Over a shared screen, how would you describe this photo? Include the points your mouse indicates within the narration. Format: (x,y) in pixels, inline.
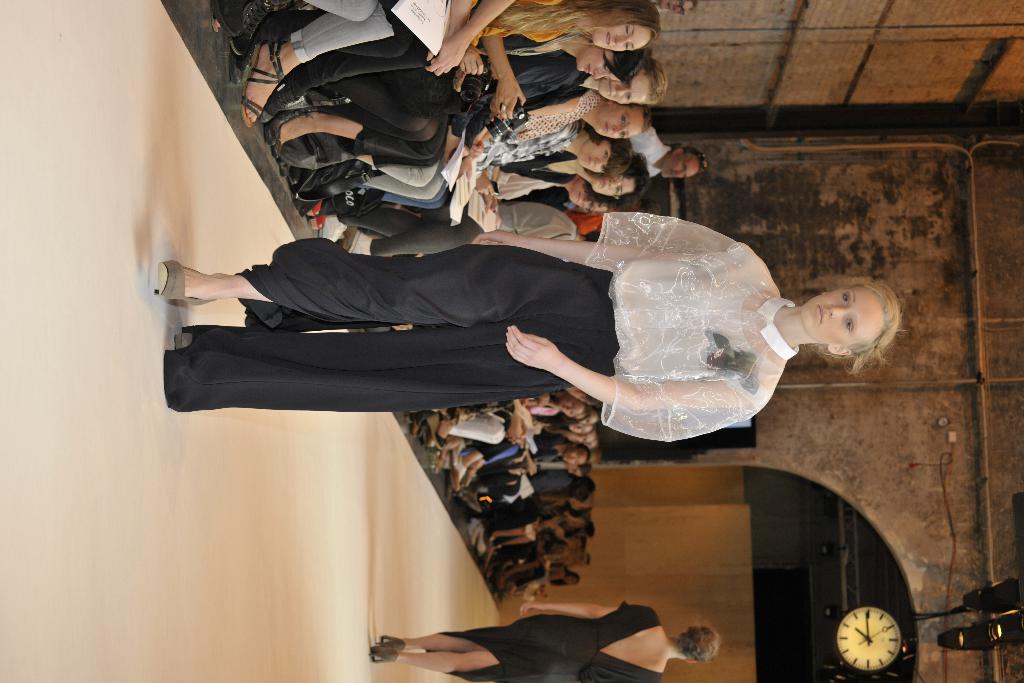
In the background of the image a lady (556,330) is walking. At the top of the image (513,87) some persons (493,169) are sitting on a chair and some of them are holding papers (427,30). On the right side of the image (968,332) we can see wall (961,391), clock (896,634), light (963,641) are present. On the left side of the image (127,394) floor (115,493) is there.
